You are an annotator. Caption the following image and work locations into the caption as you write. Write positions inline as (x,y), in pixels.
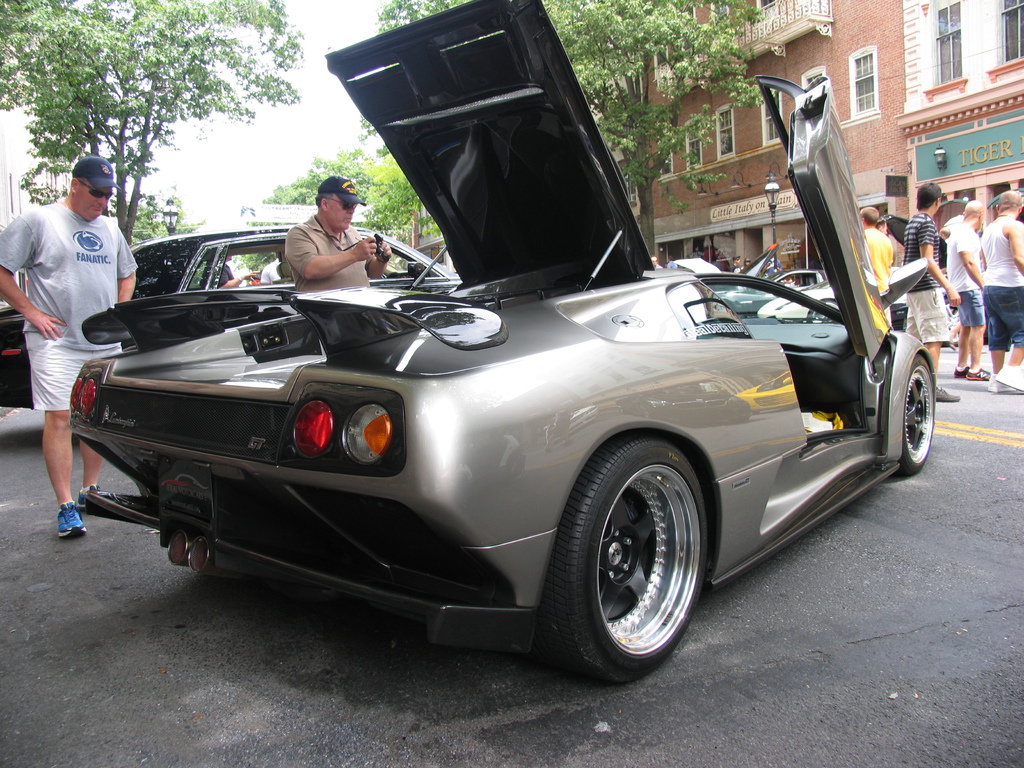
It is a beautiful sports car (587,392). In the left side (105,205) a man (100,163) is standing, he wore a black color cap (87,169). There are trees (217,81), in the right side (693,229) there are buildings (928,123).
